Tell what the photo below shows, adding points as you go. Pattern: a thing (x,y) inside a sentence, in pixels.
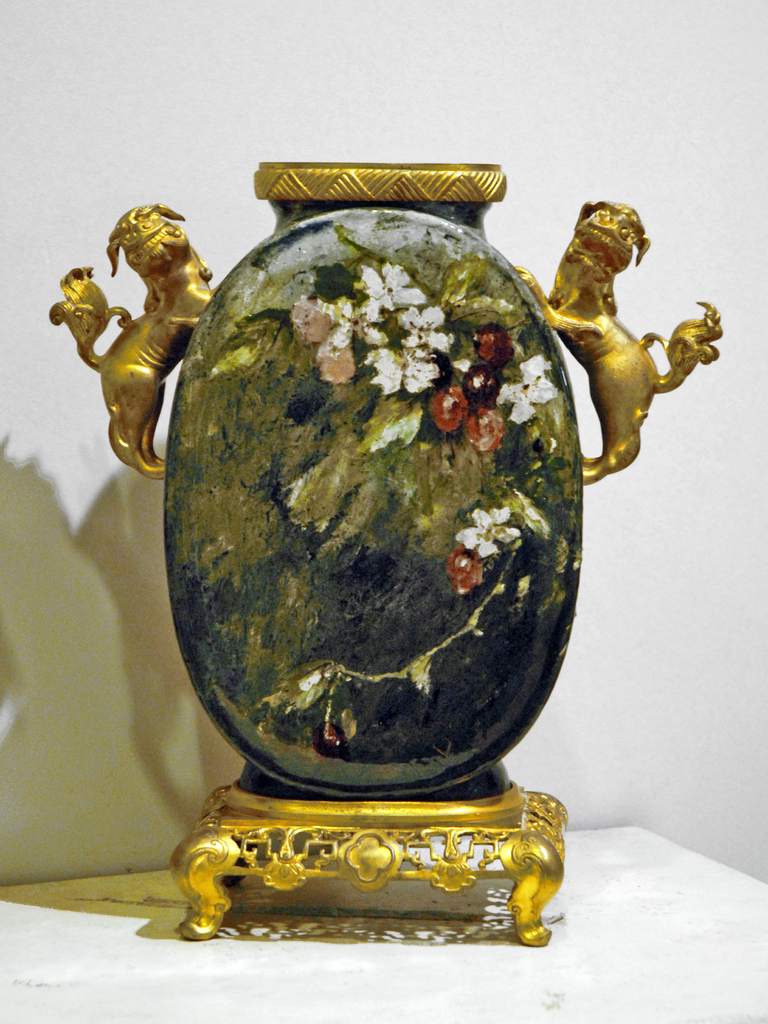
In this image in the center (320,536) there is some object (400,403), and there are two statues (119,359) of an animals (132,359). At the bottom (600,945) looks like a table (670,888) and is a white background (492,154).
